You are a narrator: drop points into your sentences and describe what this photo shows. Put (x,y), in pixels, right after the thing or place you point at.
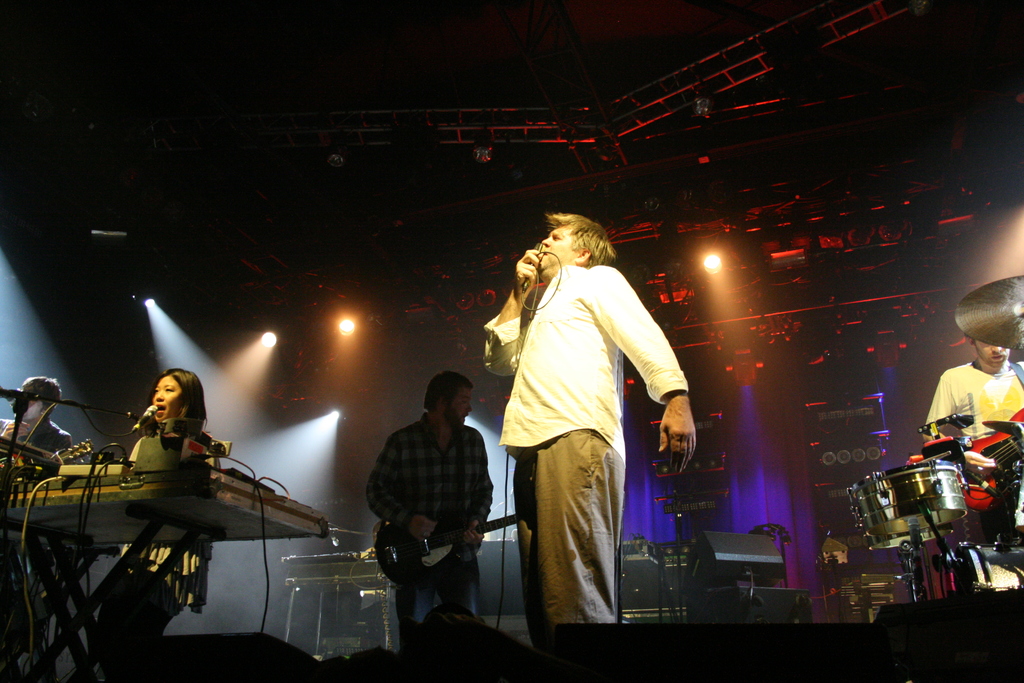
These three persons (980,390) sitting and playing musical instrument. These two persons (525,568) standing. This person (550,263) holding microphone (531,270) and singing. This person (446,499) holding guitar (408,542). On the background (1,287) we can see focusing lights (678,287) and musical instruments (363,561).
